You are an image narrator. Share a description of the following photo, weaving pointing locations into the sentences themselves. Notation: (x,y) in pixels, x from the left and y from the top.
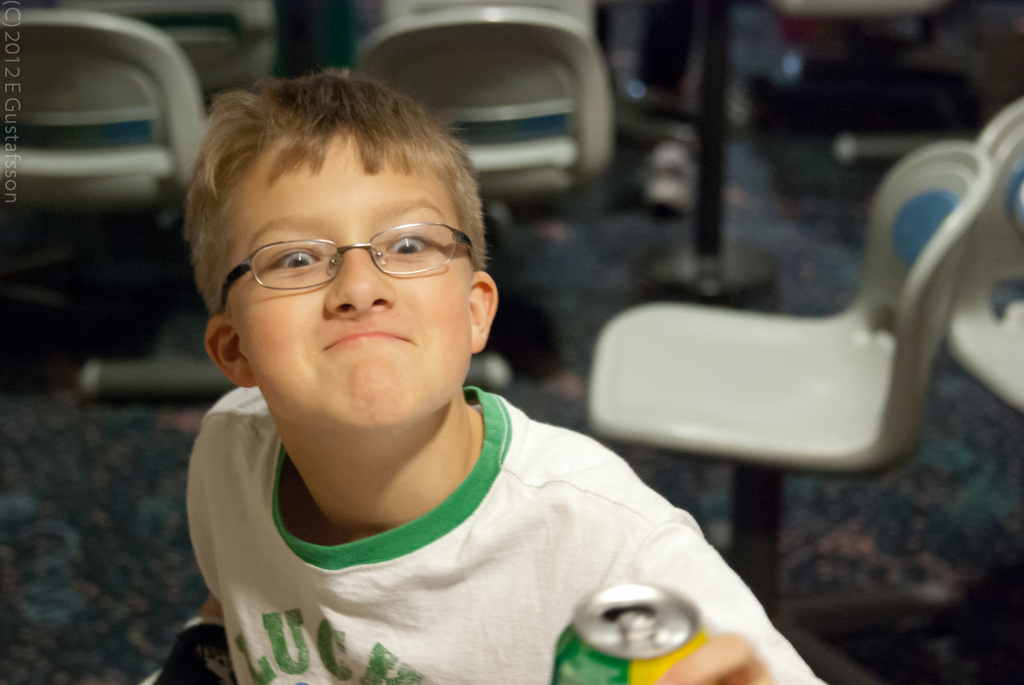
On the left side (335,304), there is a boy (493,501) in white color T-shirt (252,601), wearing a spectacle (421,270), holding a tin (587,624) with a hand (752,645) and looking at the camera. In the background (721,422), there are chairs (270,69) arranged on the floor (852,192).
